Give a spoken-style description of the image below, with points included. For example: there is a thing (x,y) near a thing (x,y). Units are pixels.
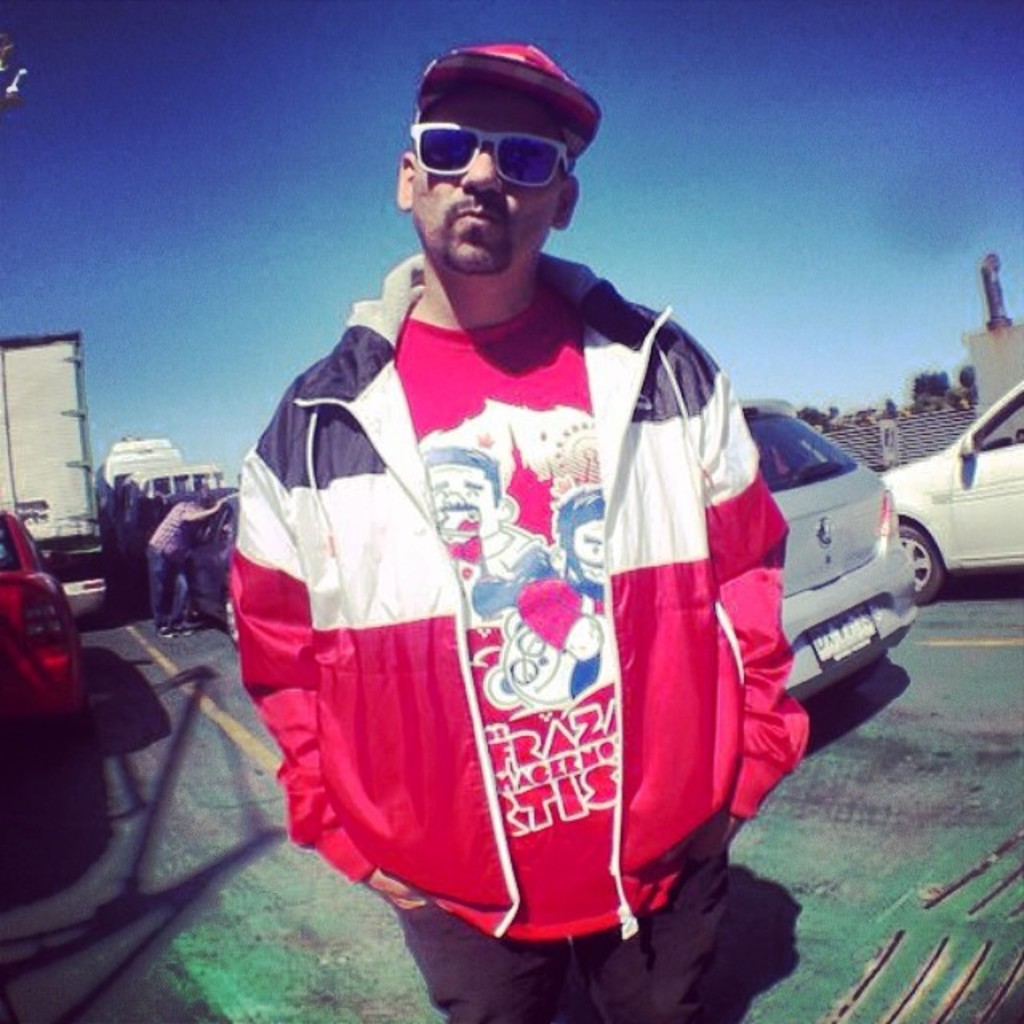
In this picture I can see there is a man (663,334) standing, he is wearing spectacles (544,146), a cap (533,48) and in the backdrop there are some vehicles (849,479) parked on the ground (939,687) and there are some buildings (1004,391).
